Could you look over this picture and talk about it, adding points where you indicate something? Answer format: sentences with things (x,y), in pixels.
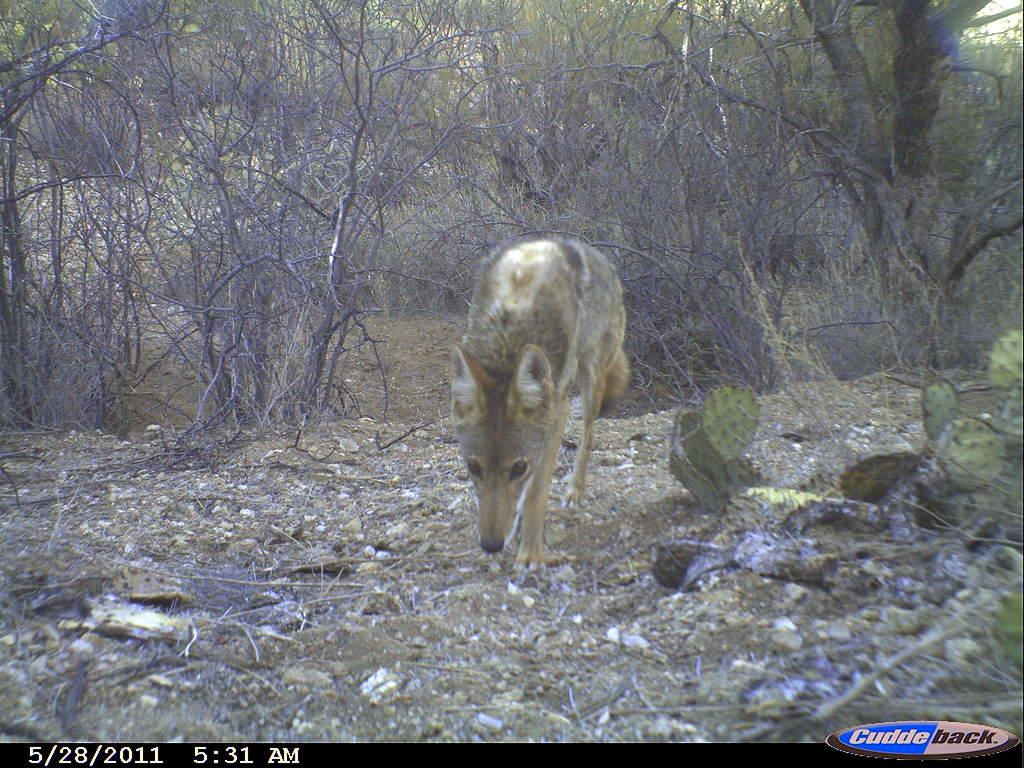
In this image we can see an animal (542,295) on the ground (405,582). in the background (451,279) we can see the trees (642,118). Image also consists of stones (603,608) and some leaves (998,467). At the bottom (304,756) there is a black border (623,751) with a logo (872,739), date (62,761) and also the time (261,757).
